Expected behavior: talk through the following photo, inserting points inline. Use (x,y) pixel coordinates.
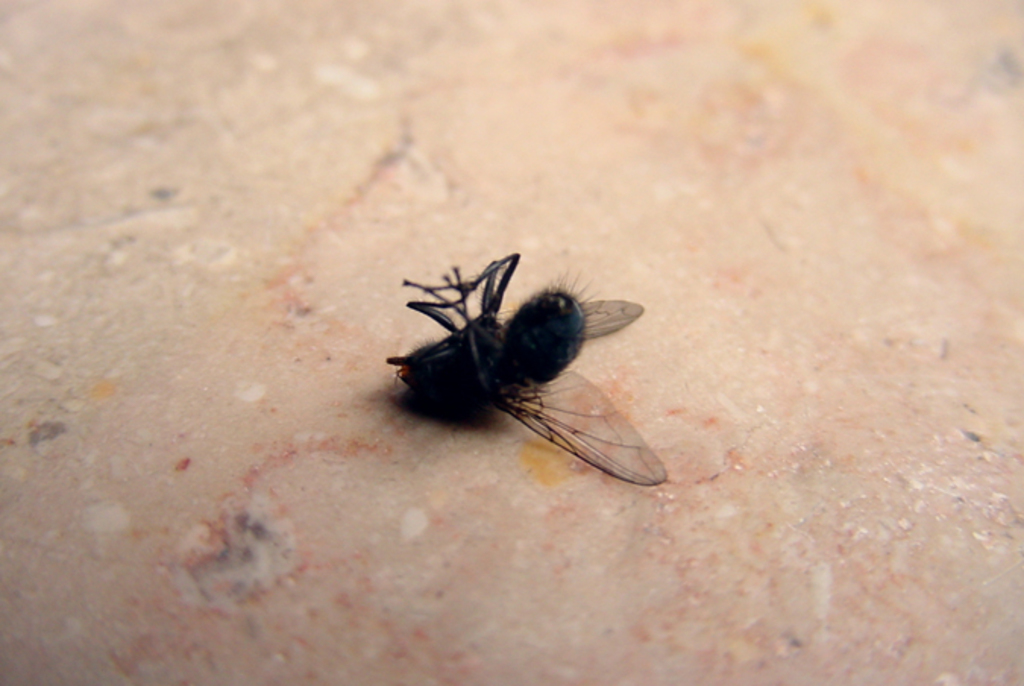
In this image we can see an insect (602,452) on the surface (401,459).
